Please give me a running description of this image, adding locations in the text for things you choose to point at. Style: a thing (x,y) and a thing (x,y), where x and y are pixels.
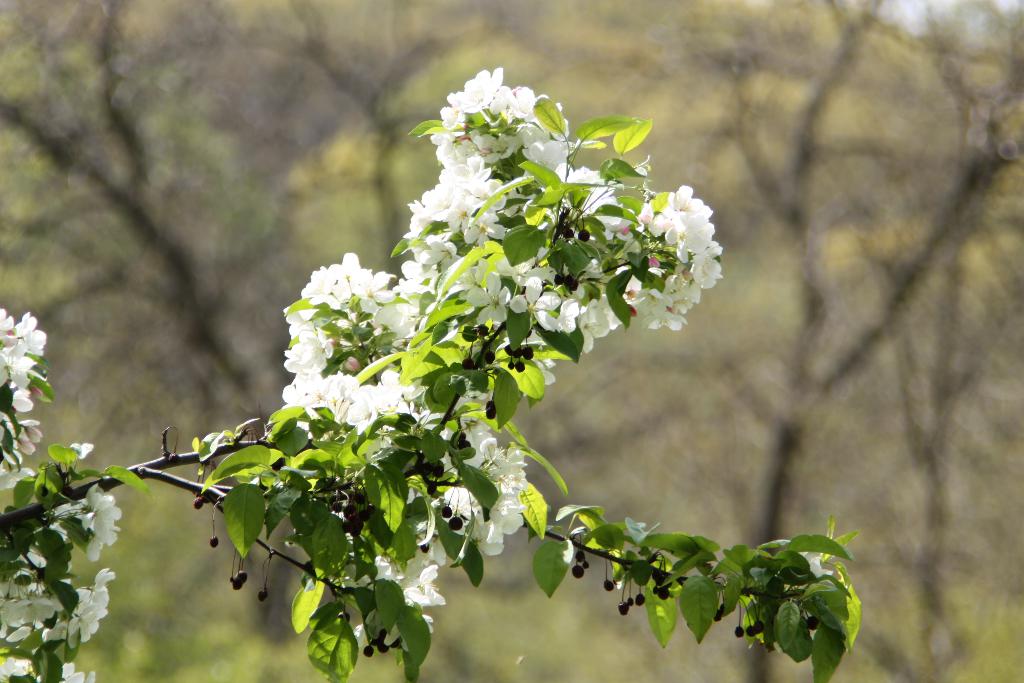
In this picture I can see the leaves (41,364) and white color flowers (89,505) on the stems (197,485) and in the background (297,176) I see few trees (147,224) and I see that it is totally blurred.
